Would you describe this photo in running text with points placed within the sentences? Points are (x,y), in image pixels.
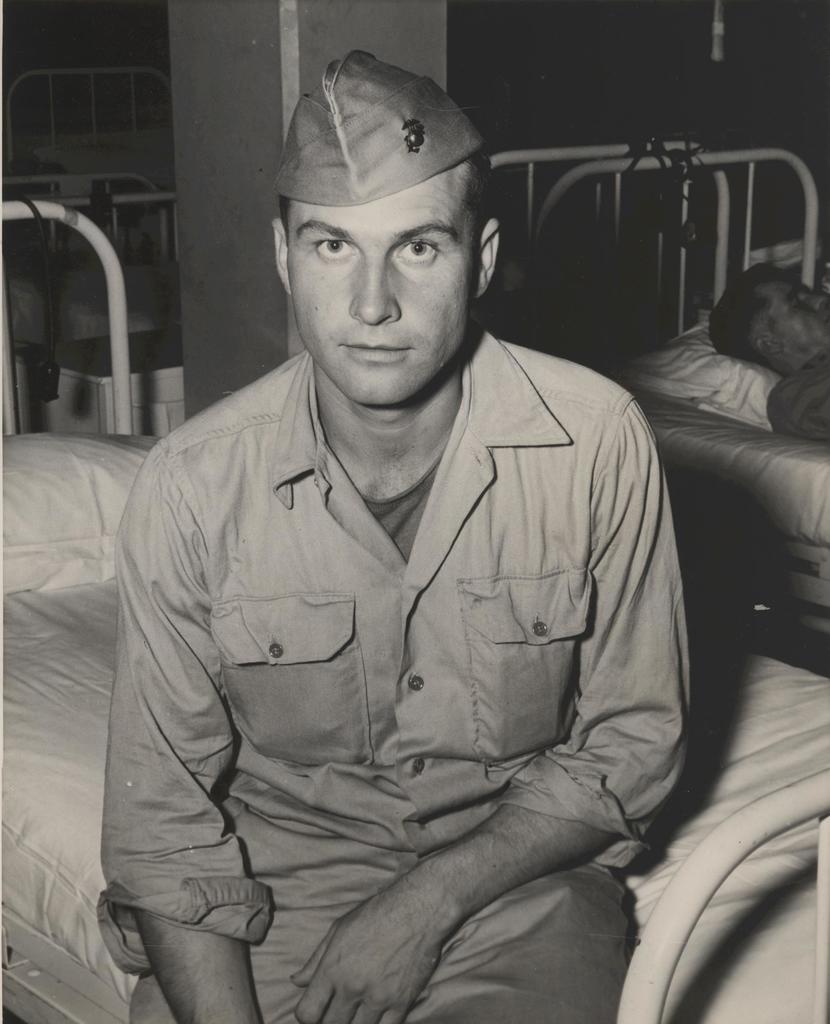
This is the photo of the person (373,579) wearing hat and sitting on the bed (43,657) on which there is a pillow (45,521) and beside there is another person (744,344) laying on the bed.
